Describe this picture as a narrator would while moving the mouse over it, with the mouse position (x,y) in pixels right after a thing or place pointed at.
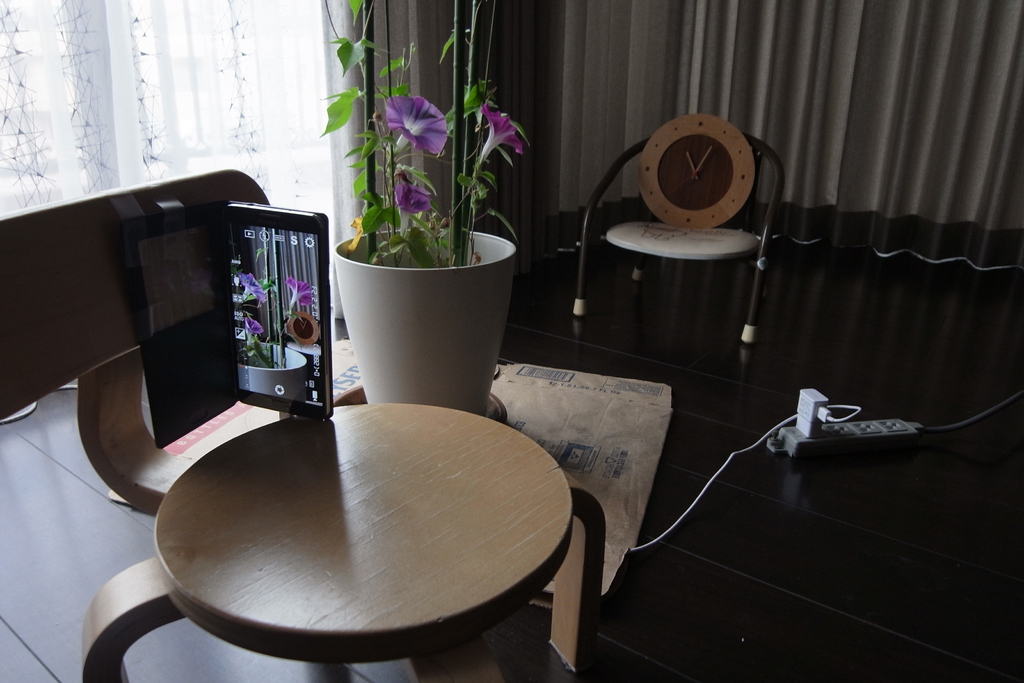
On the background (276,72) we can see curtains (593,26). A clock (675,164) on the chair (761,163), here a mobile (333,331) on the chair (429,513). This is a flower pot (475,356). We can see an adapter (836,437) and charger (802,420) on the floor (837,527).
